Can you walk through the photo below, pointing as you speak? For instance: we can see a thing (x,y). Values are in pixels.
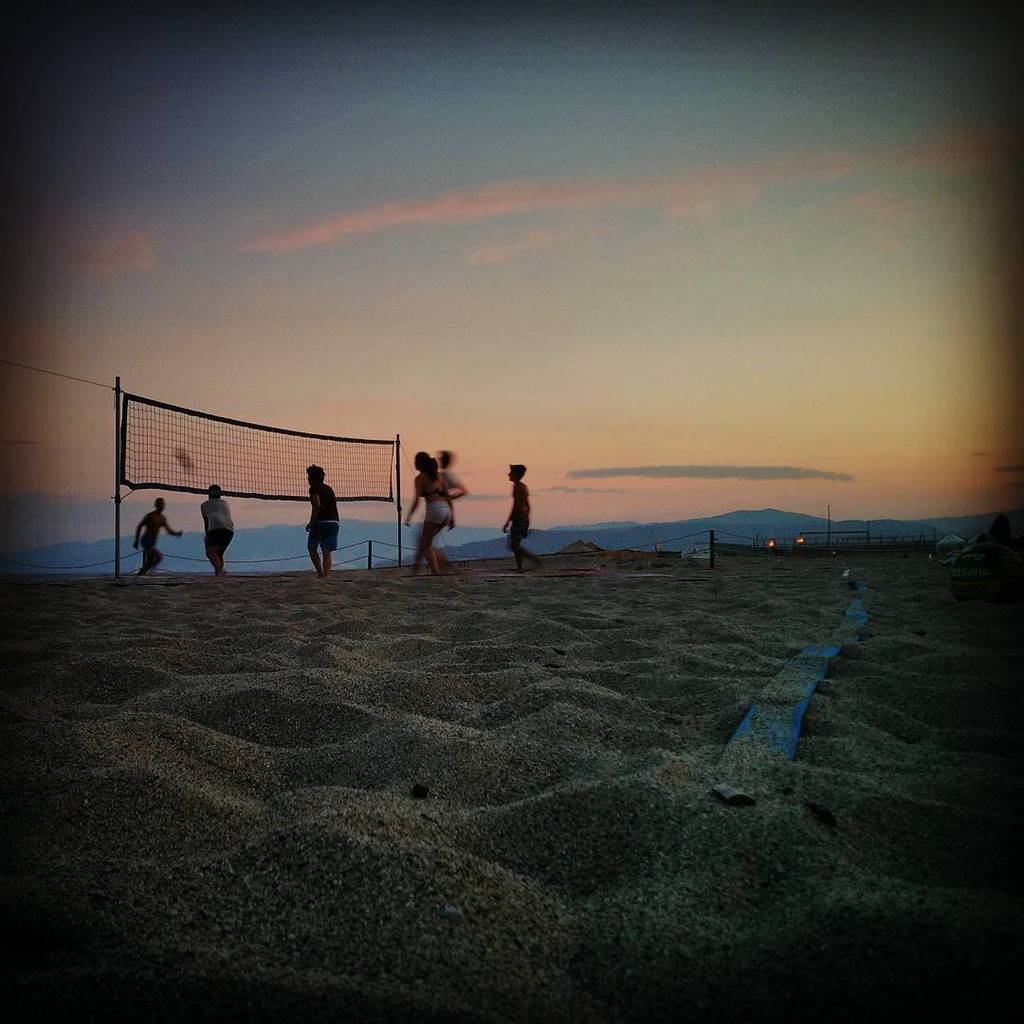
In this image there is sand (793,943), group of people (166,520) standing and playing a game, ball (189,454), net (254,442), poles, hills (759,524), sky (582,201).
